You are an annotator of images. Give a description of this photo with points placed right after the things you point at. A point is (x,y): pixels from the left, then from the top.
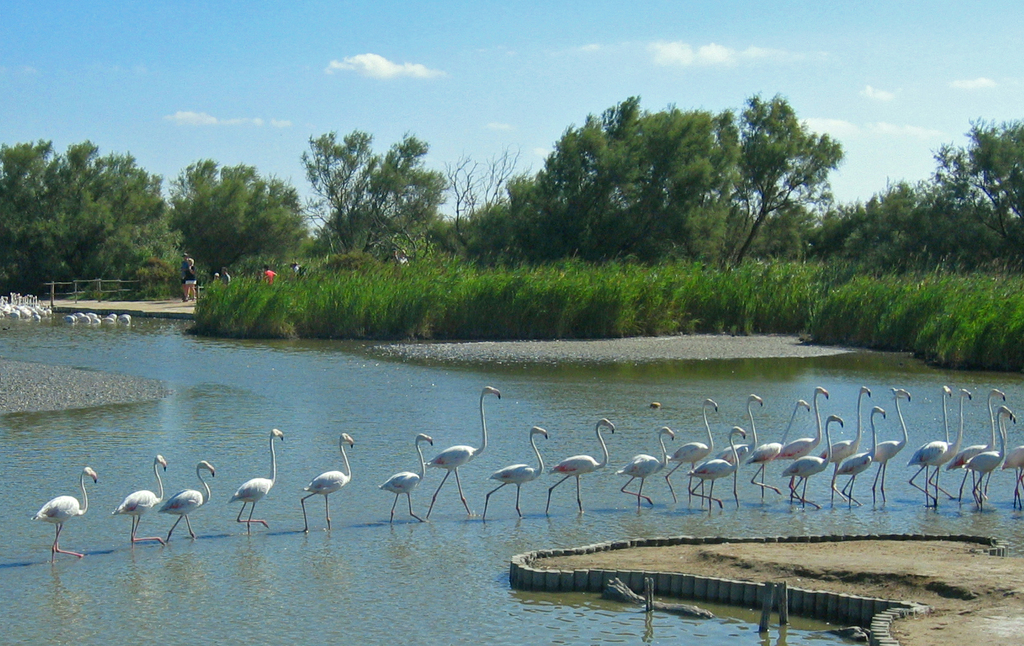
In this image we can see there are many flamingos (1017,451) walking one after the other, at the back (587,255) there are many trees (689,128) and the background (607,90) is the sky (595,74).
